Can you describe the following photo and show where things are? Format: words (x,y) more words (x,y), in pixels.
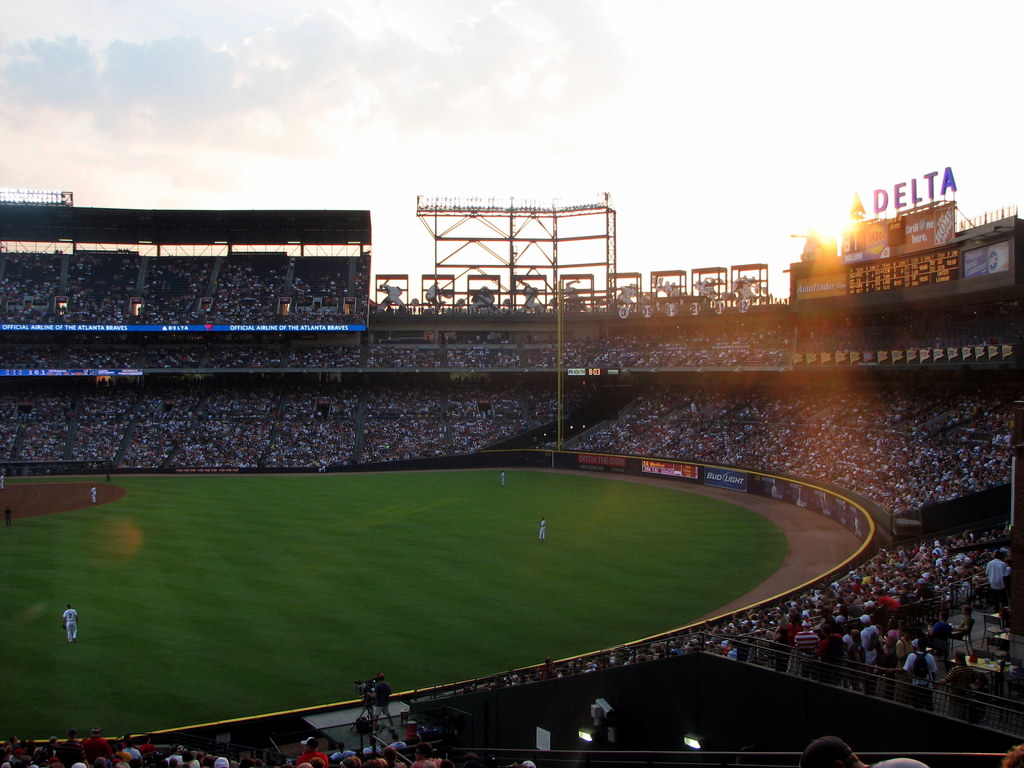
In the image I can see a stadium (477,474). Here I can see people (494,419) among them some are standing on the ground (153,554) and some are sitting on chairs (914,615). In the background (752,258) I can see lights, fence (454,312), the sky (490,107) and some other objects (610,460).
